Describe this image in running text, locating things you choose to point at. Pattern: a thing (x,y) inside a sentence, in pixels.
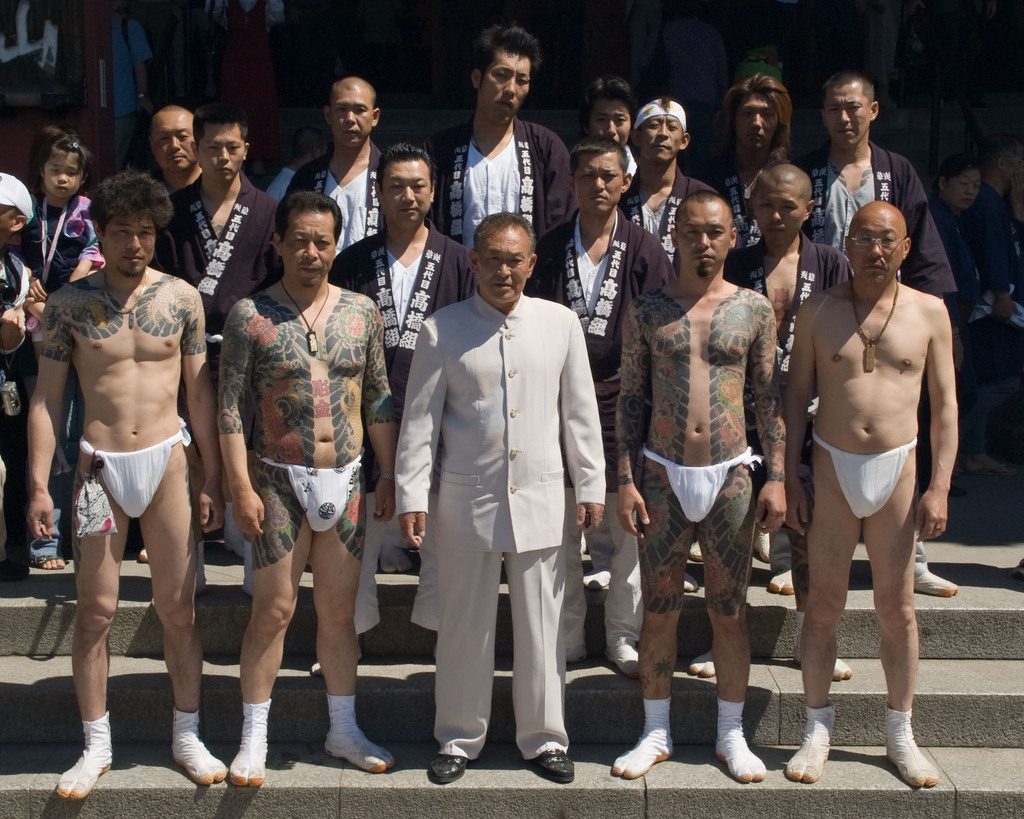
In this we can see many people (467,477). There are few objects (238,62) at the top of the image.
